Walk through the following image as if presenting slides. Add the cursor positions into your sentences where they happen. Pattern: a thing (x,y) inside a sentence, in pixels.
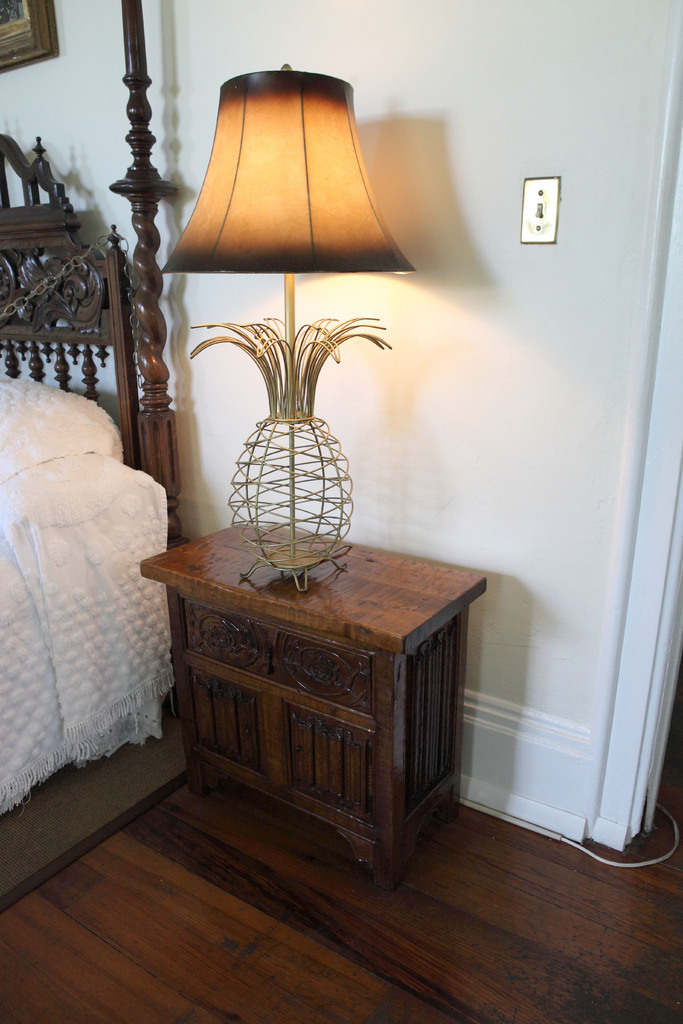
In this picture we can see a table (337,718) on the floor (264,860) with a lamp (258,133) on it, bed (36,403) and a frame (1,4) on the wall (407,28).
